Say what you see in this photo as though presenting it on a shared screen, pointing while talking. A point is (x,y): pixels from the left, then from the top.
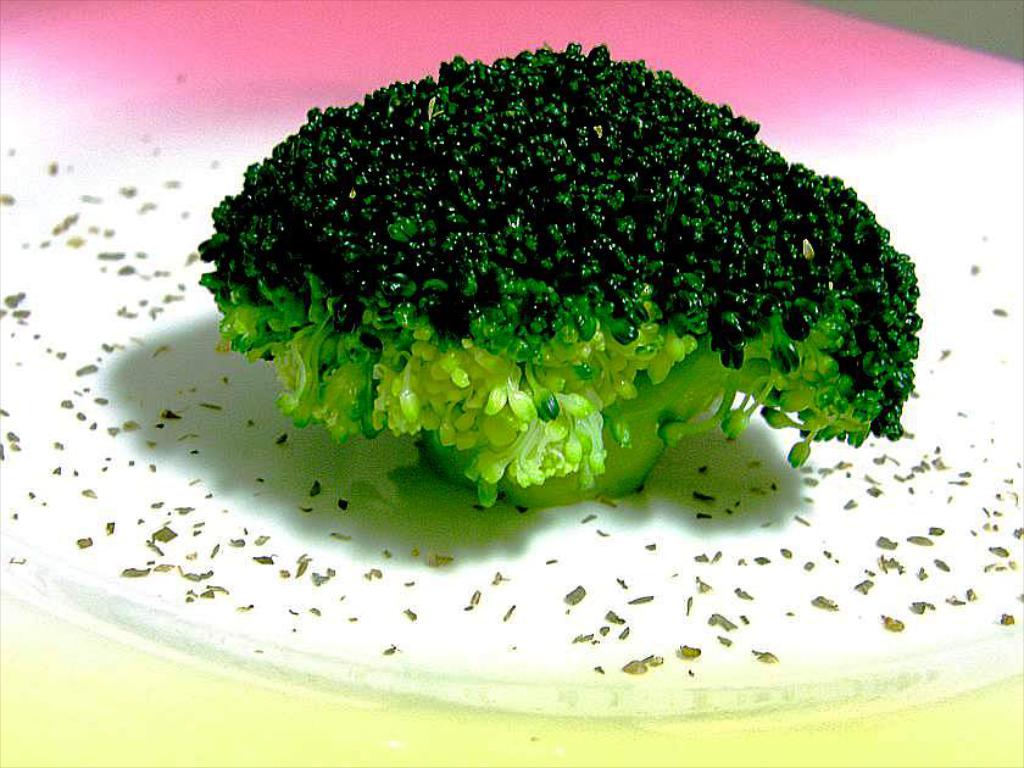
In this image I can see the broccoli (568,312) which is in green color. It is on the white, pink and yellow color surface (51,546).
